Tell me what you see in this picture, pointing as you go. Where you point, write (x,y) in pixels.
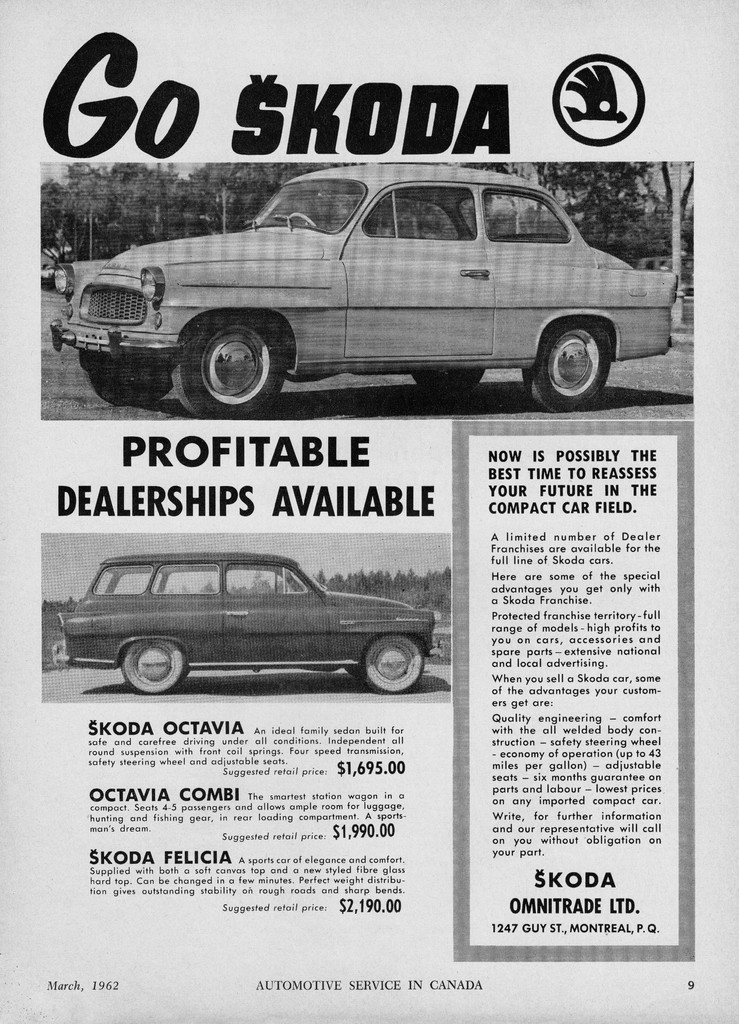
In this image there is some text (572,666) written on it and there are images of the cars (250,306) and trees (237,200).
